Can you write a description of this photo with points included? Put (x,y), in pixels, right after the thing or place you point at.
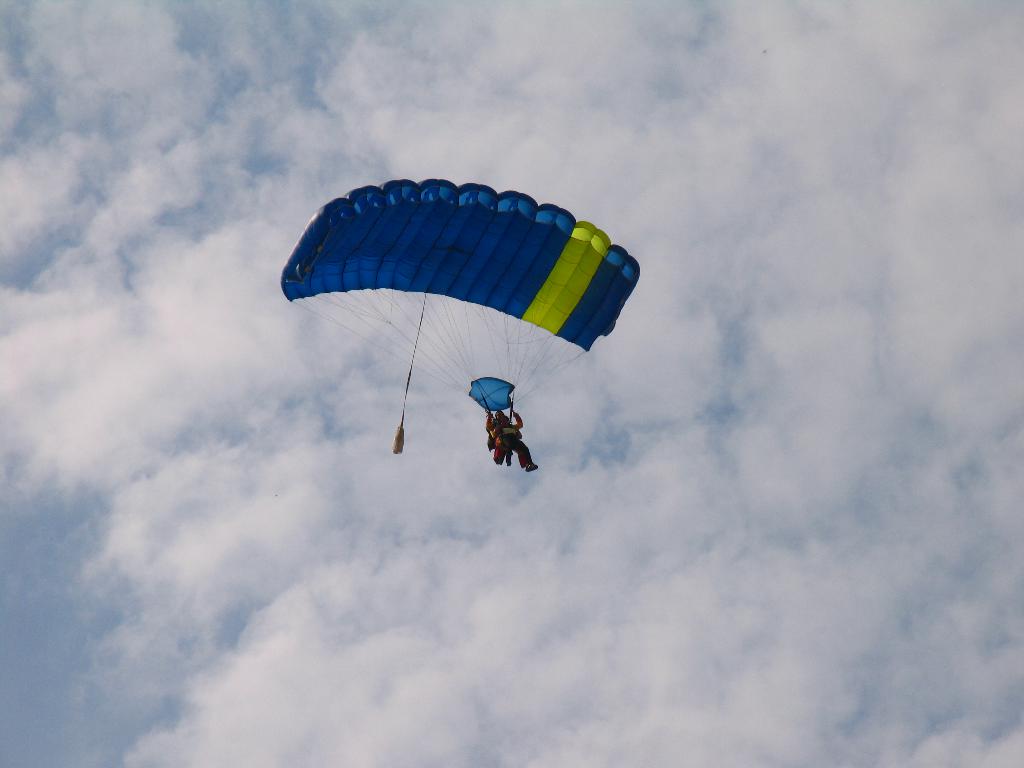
In this image we can see a person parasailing in the sky (365,509) which looks cloudy.
